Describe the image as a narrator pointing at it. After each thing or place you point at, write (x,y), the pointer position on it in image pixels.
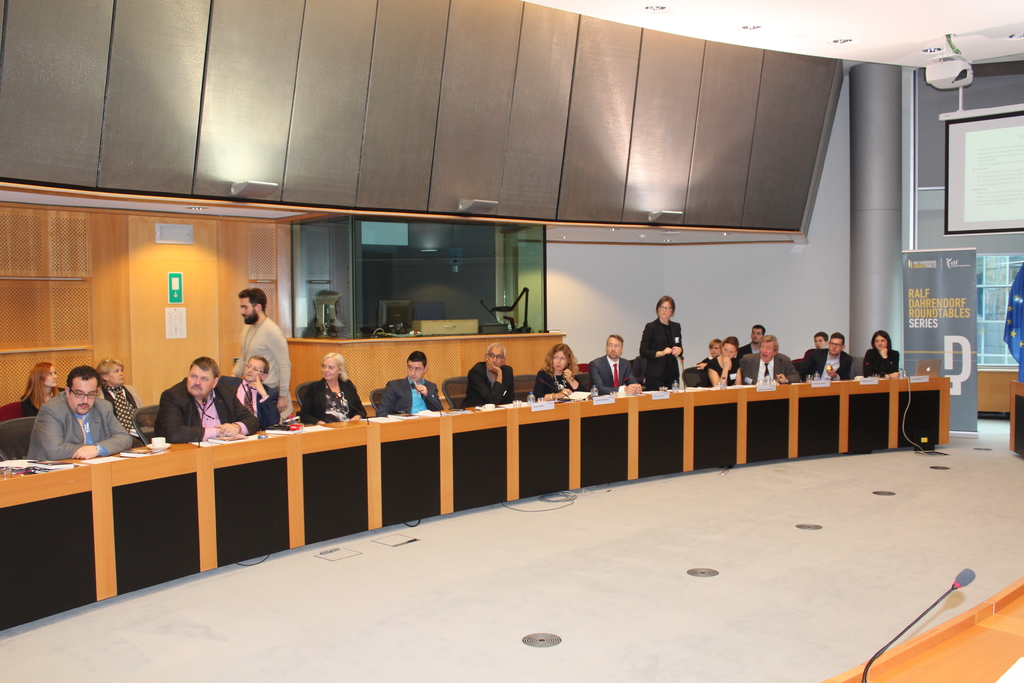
In this image there is a conference hall (860,504), in this hall (910,451) people (43,448) are sitting on chairs (24,427) around the table (510,431) one women (655,363) is standing and a man (274,379) is standing, in the background (773,223) there is a wall (834,297) to that wall (404,350) there is a glass window (305,329), in the top (830,40) there is a ceiling (861,39) and a projector (955,56).
